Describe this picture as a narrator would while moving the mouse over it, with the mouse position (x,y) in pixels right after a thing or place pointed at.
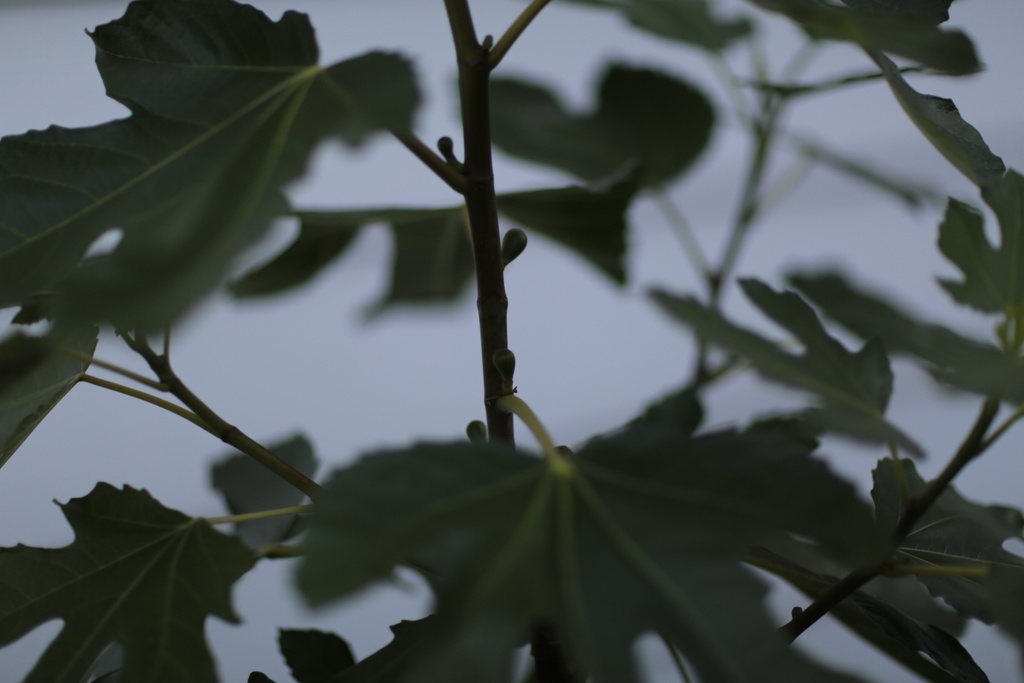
In the given image i can see the leaves (905,472) and stem (445,175).
